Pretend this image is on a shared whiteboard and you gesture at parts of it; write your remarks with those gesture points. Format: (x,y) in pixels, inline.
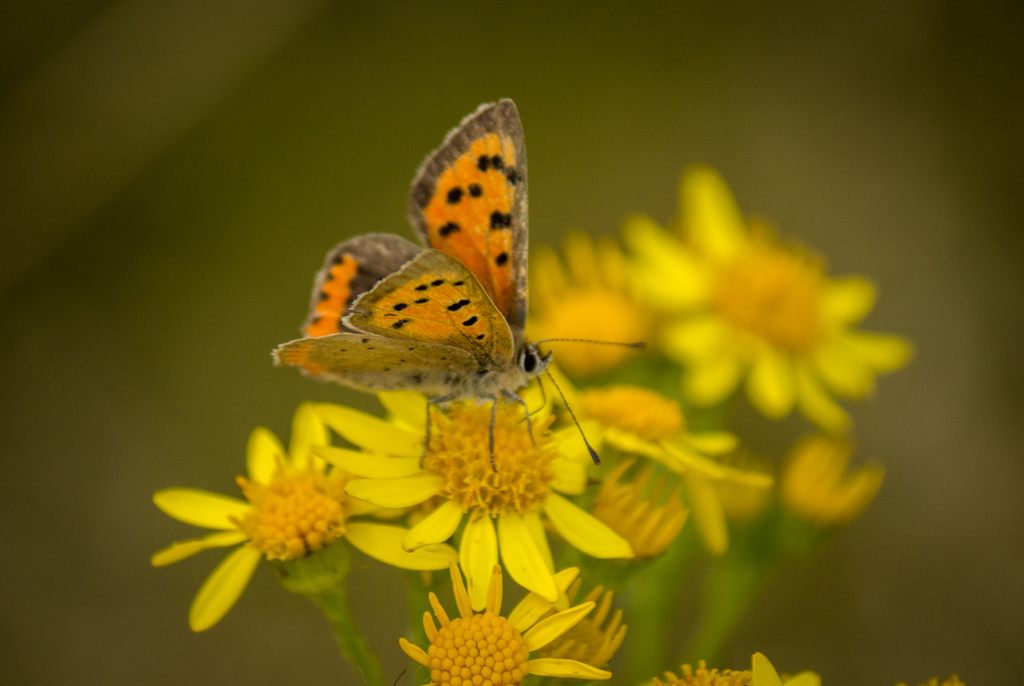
In this image we can see a butterfly (598,462) and some flowers (534,503). In the background of the image (81,568) there is a blur background (42,127).
